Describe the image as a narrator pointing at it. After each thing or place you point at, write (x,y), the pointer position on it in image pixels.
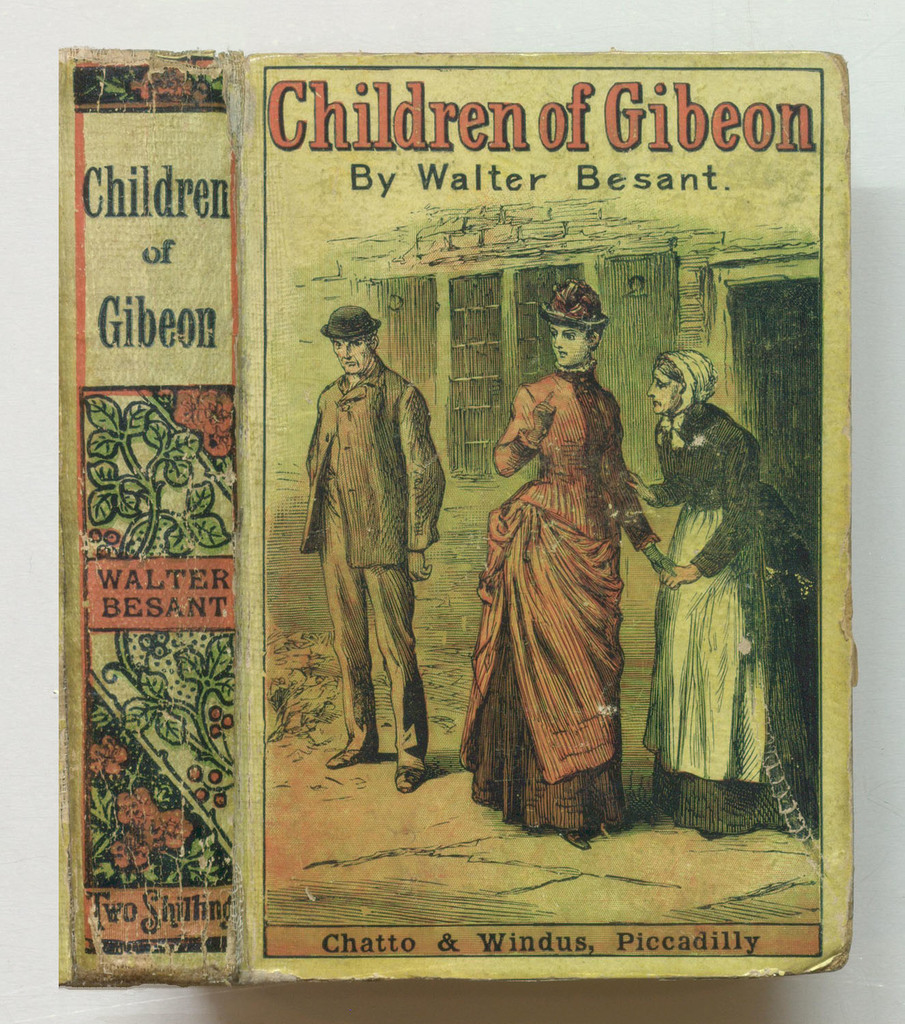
In this image I can see a cartoon image (571,449) with some text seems cover page (414,336) of a book (412,336).
